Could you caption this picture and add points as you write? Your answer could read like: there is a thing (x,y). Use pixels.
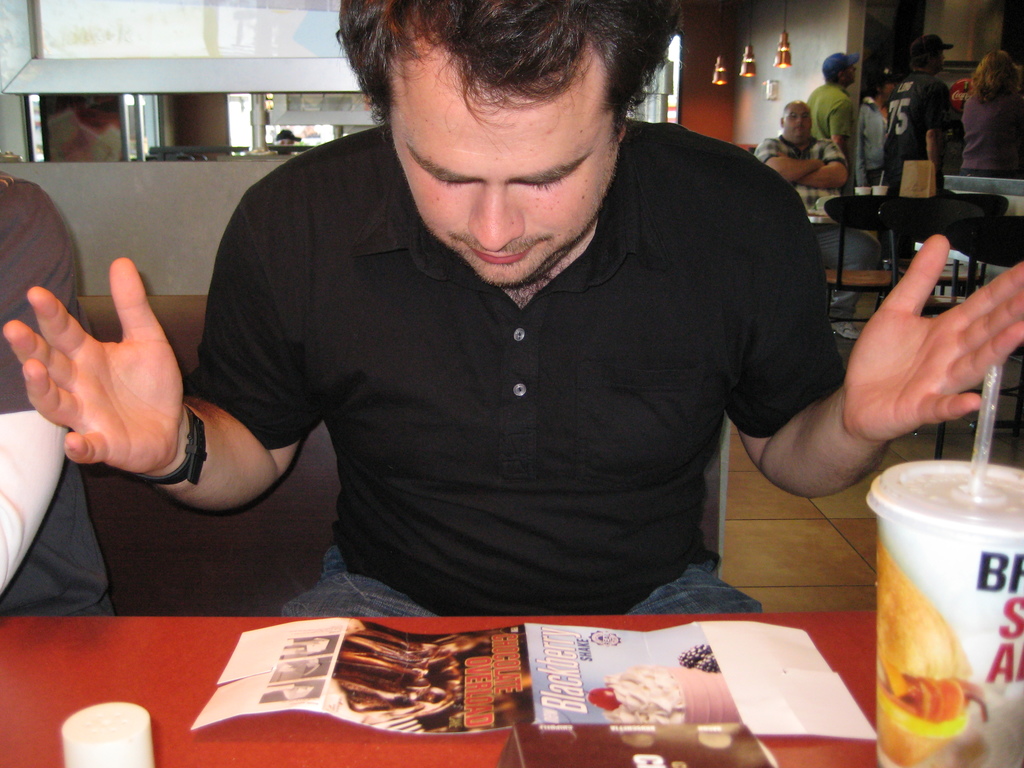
In this picture we can see a group of people (623,420), here we can see a table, glass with straw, poster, chairs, lights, wall (810,77) and some objects (34,26).
